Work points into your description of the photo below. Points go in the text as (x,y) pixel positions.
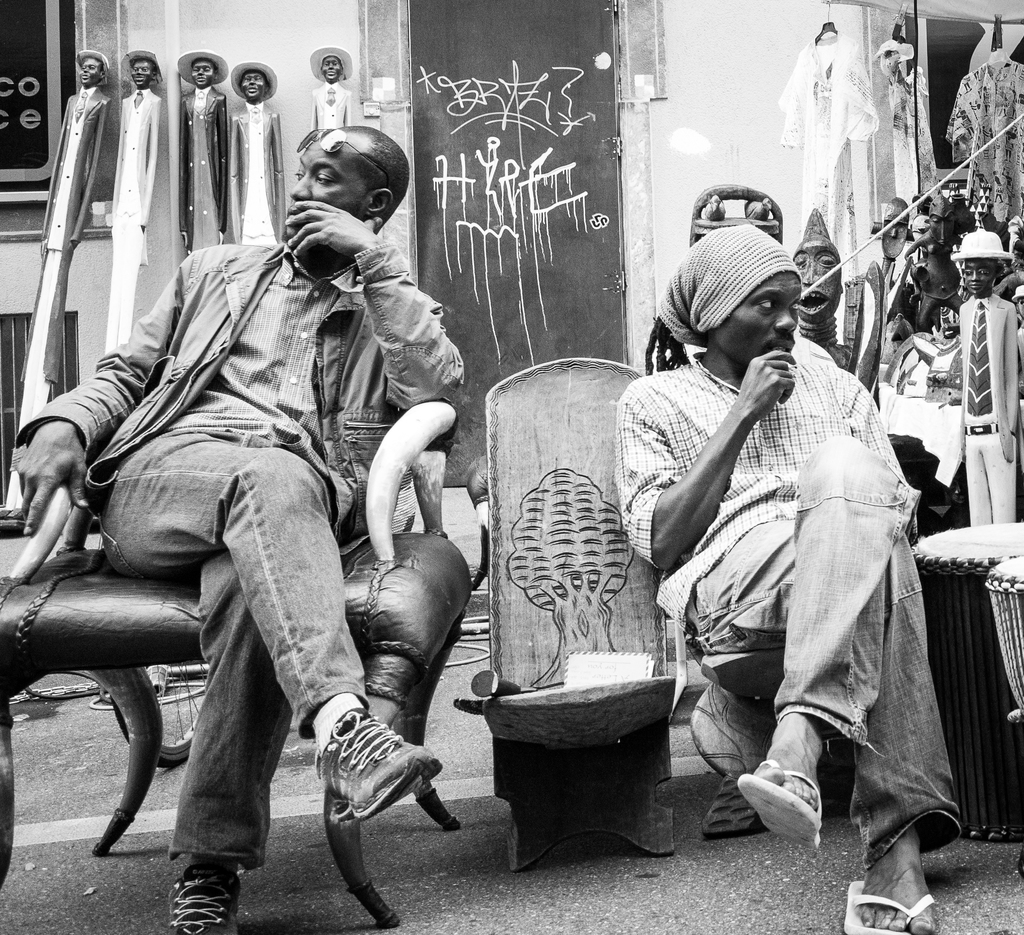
This is a black and white image. I can see two men (728,635) sitting. This looks like a door (461,228). These are the sculptures (323,123). On the right side of the image (1016,571), that looks like a drum (987,633). I can see the clothes (856,63), hanging to the hangers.
